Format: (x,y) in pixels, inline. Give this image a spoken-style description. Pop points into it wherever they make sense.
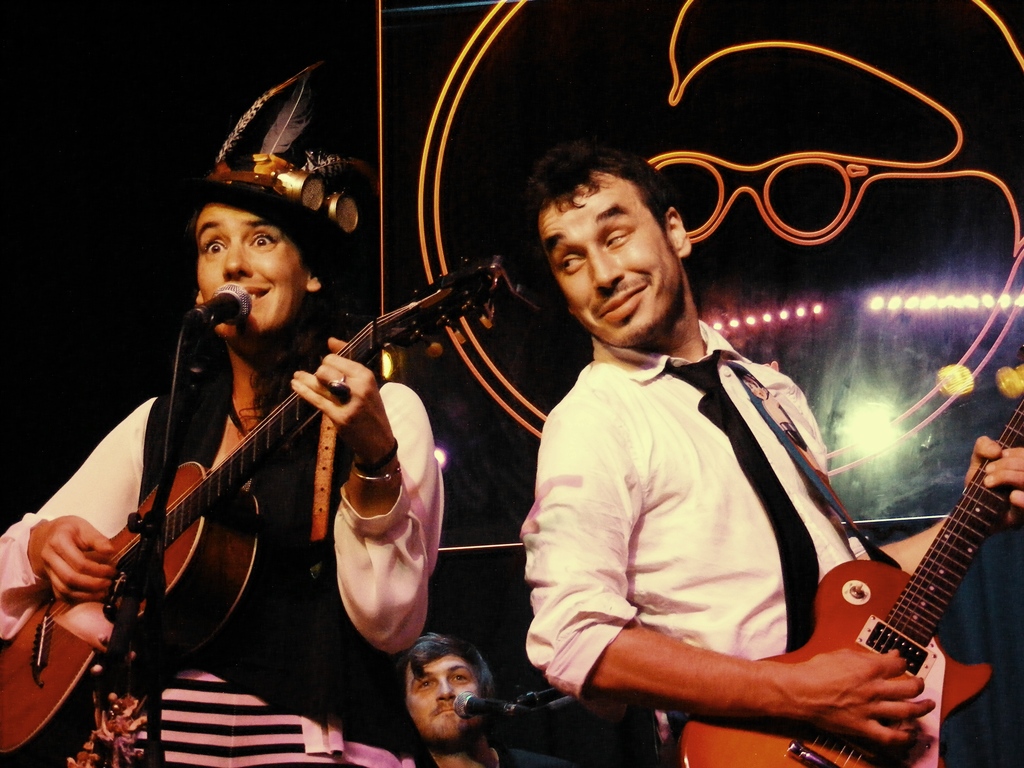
In this image I can see two people (164,734) are standing and holding guitars (821,752), I can also smile on their faces (272,294). In the background (424,652) I can see one more person (440,679) and also I can see mics (241,314).
